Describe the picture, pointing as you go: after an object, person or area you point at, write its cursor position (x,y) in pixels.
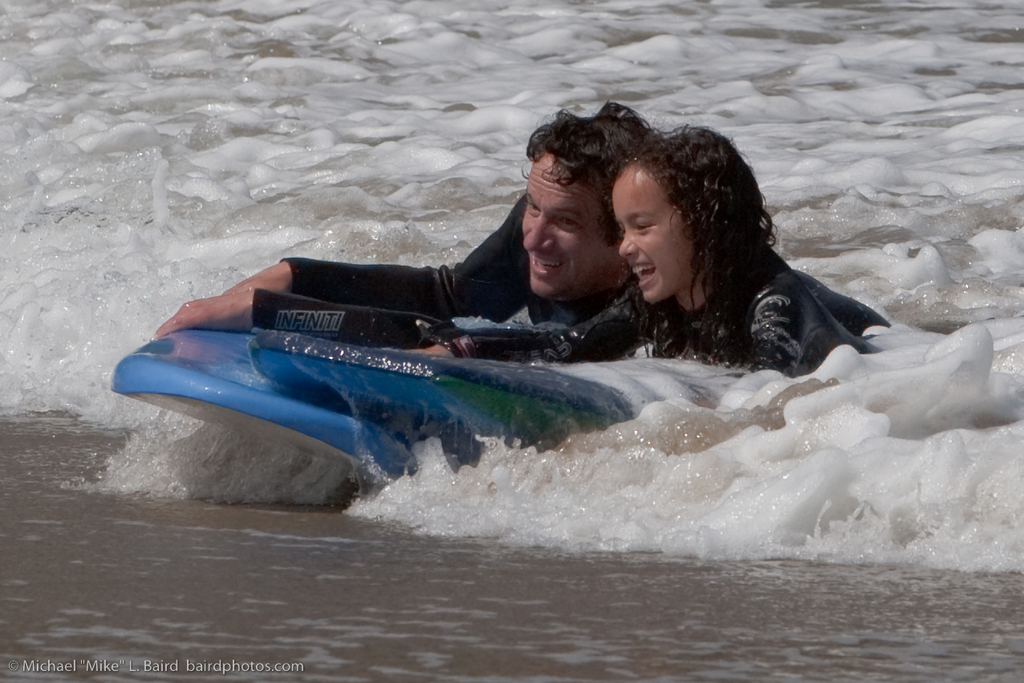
This image is taken outdoors. At the bottom of the image (526,601) there is a ground (209,610). In the background (223,204) there is a sea (238,135) with waves (744,455). In the middle of the image (486,310) a man (559,261) and a kid (717,276) are surfing with a surfing board (374,399).
